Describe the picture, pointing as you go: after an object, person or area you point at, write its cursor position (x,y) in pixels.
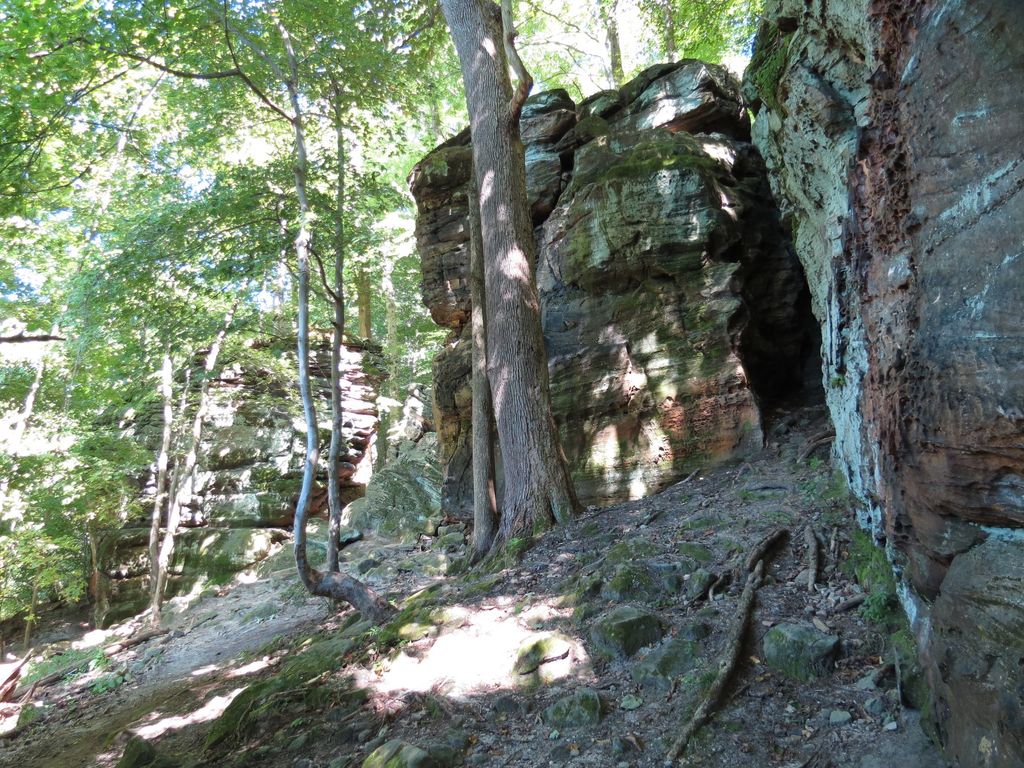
In this image I can see the rocks (602,361). In the background (347,307), I can see the trees (196,246) and the sky (632,31).
